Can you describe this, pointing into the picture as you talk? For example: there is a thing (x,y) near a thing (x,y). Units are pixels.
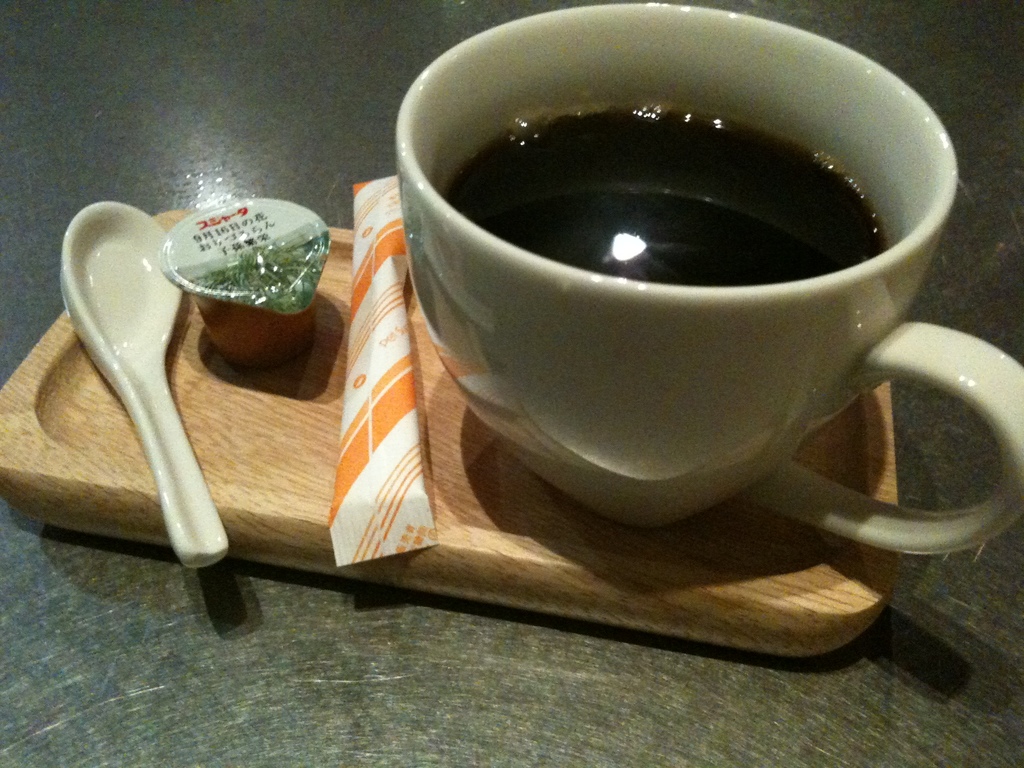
This picture shows a tea cup (565,298), and we see a spoon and a milk sachet (267,300) in the wooden tray (244,558) on the table (47,14).
